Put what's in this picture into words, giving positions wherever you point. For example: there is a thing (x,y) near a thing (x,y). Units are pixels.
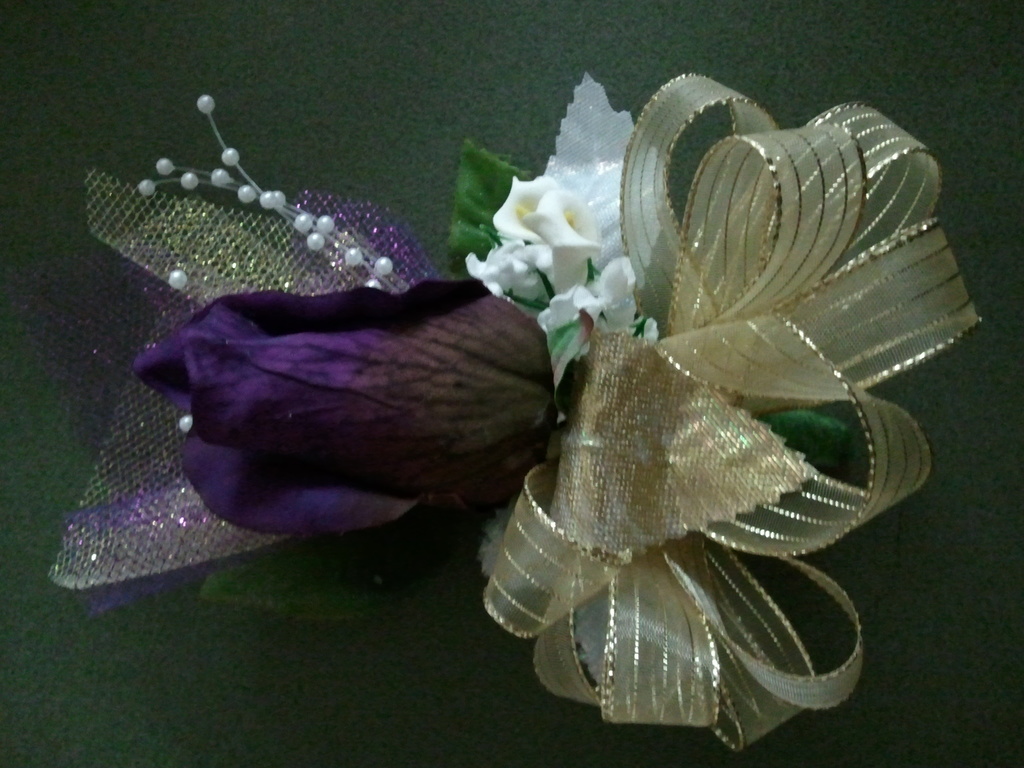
In this picture we can see flowers (309,342), leaves (492,234), ribbons (717,361) and white pearls (307,222) are placed on a platform (399,726).
